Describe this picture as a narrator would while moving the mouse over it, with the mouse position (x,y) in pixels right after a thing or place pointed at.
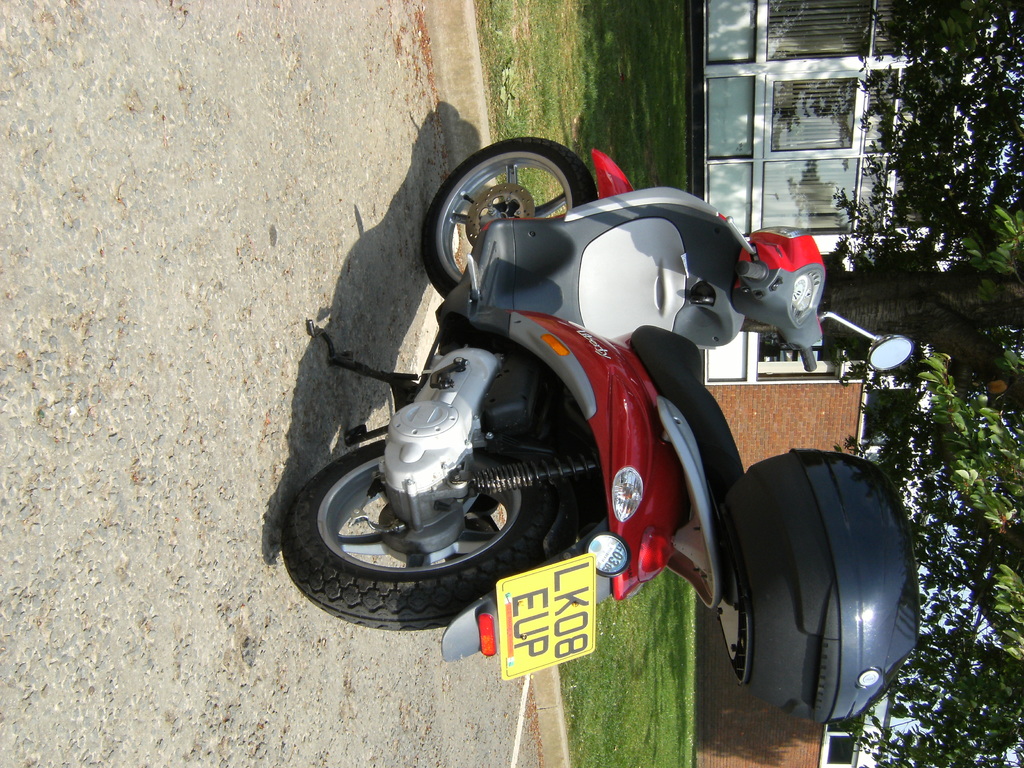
In this image I can see a bike (801,702) in red color, background (958,194) I can see trees (983,244) in green color and I can see a building (767,105) in white color and few glass windows (792,186).
